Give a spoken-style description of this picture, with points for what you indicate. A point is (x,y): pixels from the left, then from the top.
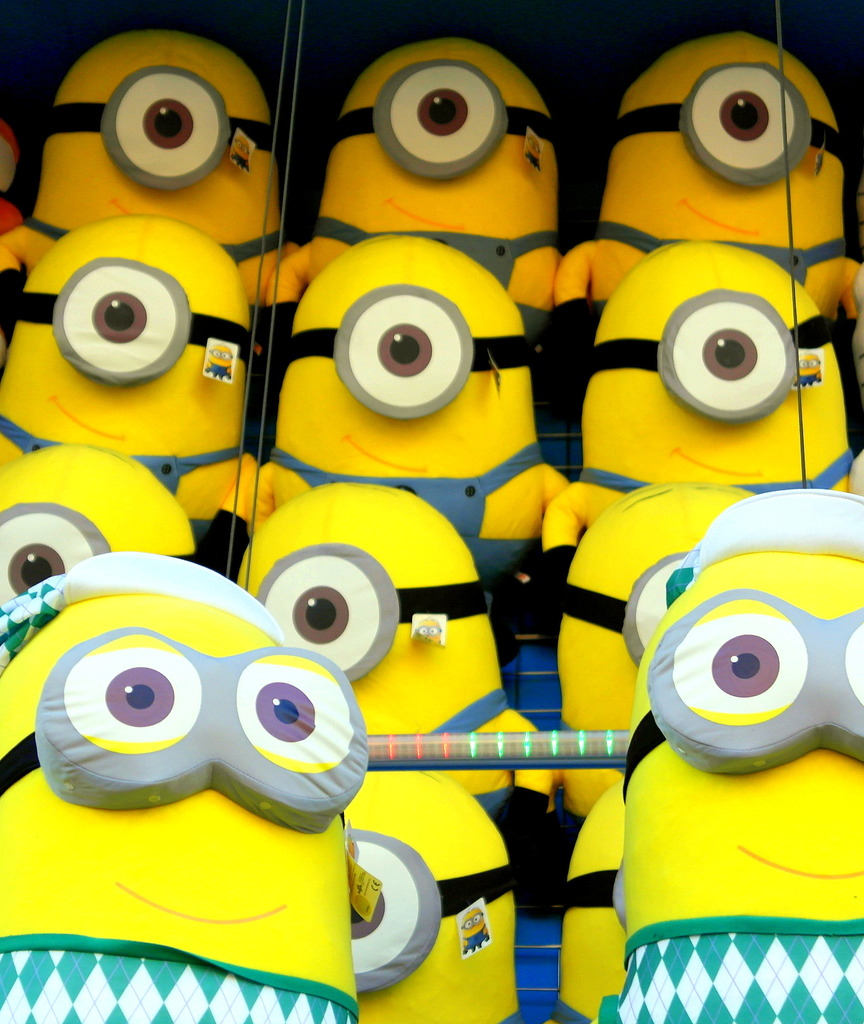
In this image, we can see some minions (253,294).
